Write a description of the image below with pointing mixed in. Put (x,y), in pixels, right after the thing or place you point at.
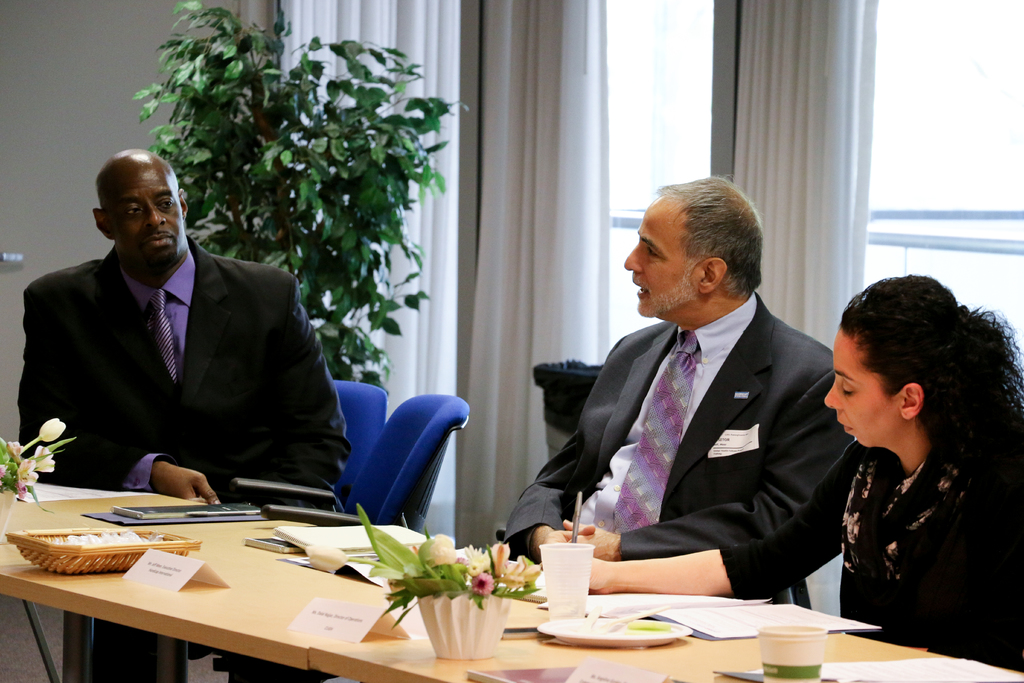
In this image I can see three people (781,448) sitting in front of the table (246,596). On the table (246,596) there is a flower vase (456,626), plate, cups (552,573) and the papers (616,609). In the background (302,206) there is a plant (318,203) and the curtains (447,75) to the window (929,170).
